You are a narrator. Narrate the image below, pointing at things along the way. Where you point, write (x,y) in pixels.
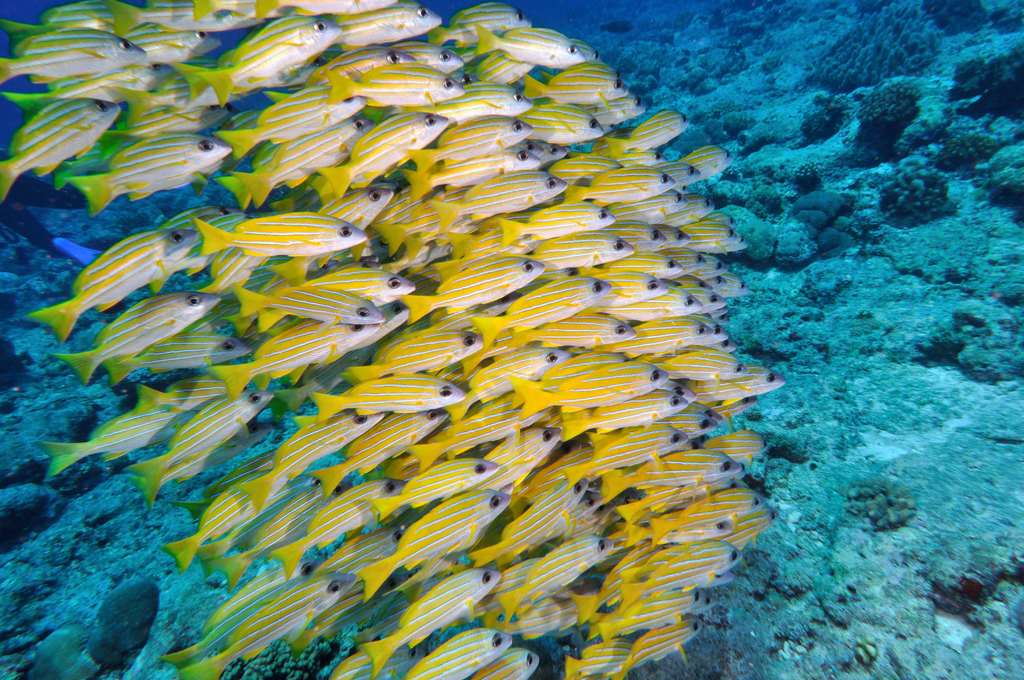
Here, we can some fishes (223,248) which are in yellow color and there is water (768,142).
